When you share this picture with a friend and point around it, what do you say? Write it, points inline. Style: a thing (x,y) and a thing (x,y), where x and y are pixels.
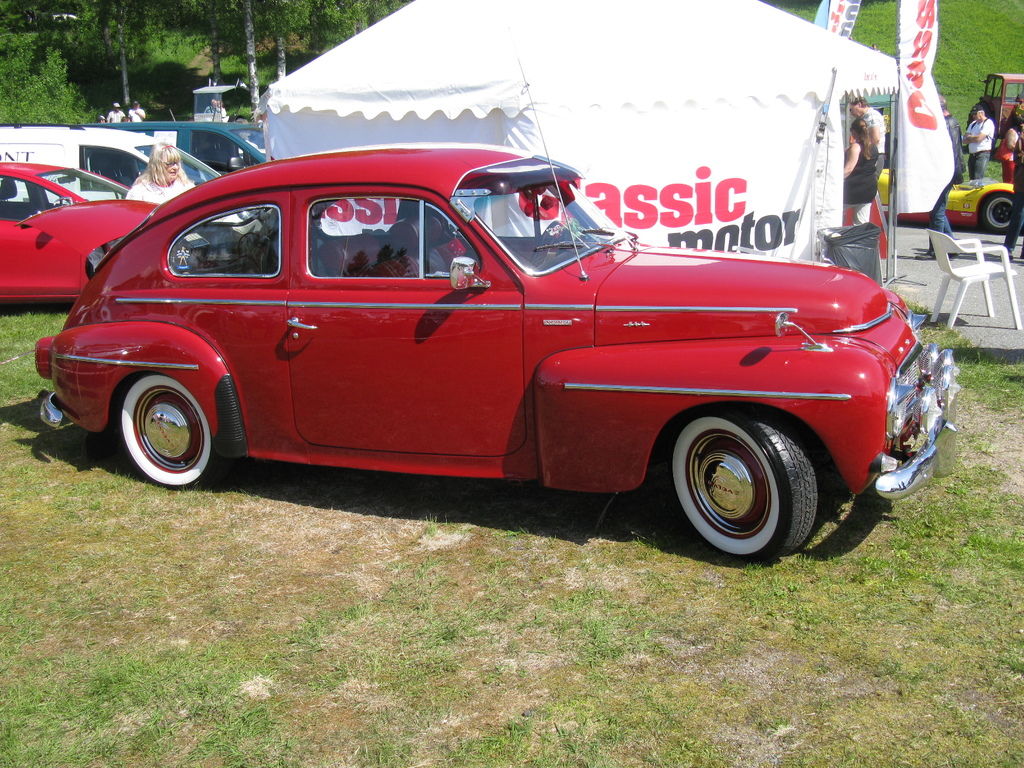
In the image we can see there are cars (286,166) parked on the ground (391,574) and the ground (620,555) is covered with grass (978,375). There are people (985,168) standing and behind there is a tent (399,55).
